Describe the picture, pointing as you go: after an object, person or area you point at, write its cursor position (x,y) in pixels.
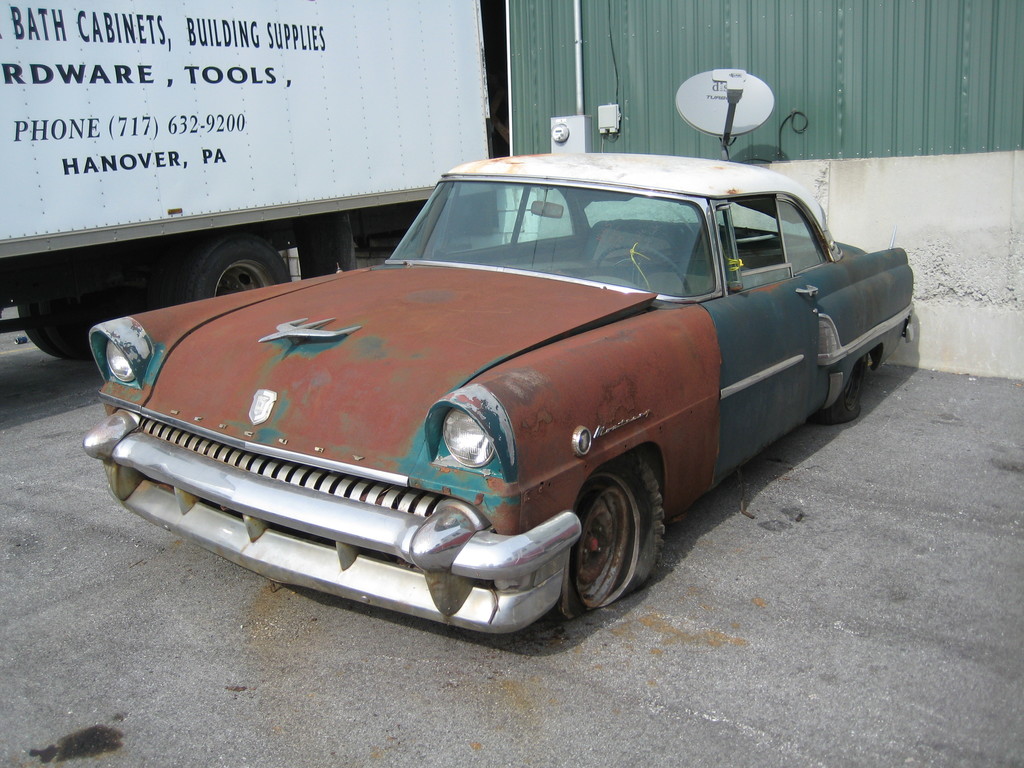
In the picture we can see an old vintage car (178,520) beside to it, we can see a truck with a white color box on it and in the background (749,152) we can see a wall (762,151) with a dish (733,75).
